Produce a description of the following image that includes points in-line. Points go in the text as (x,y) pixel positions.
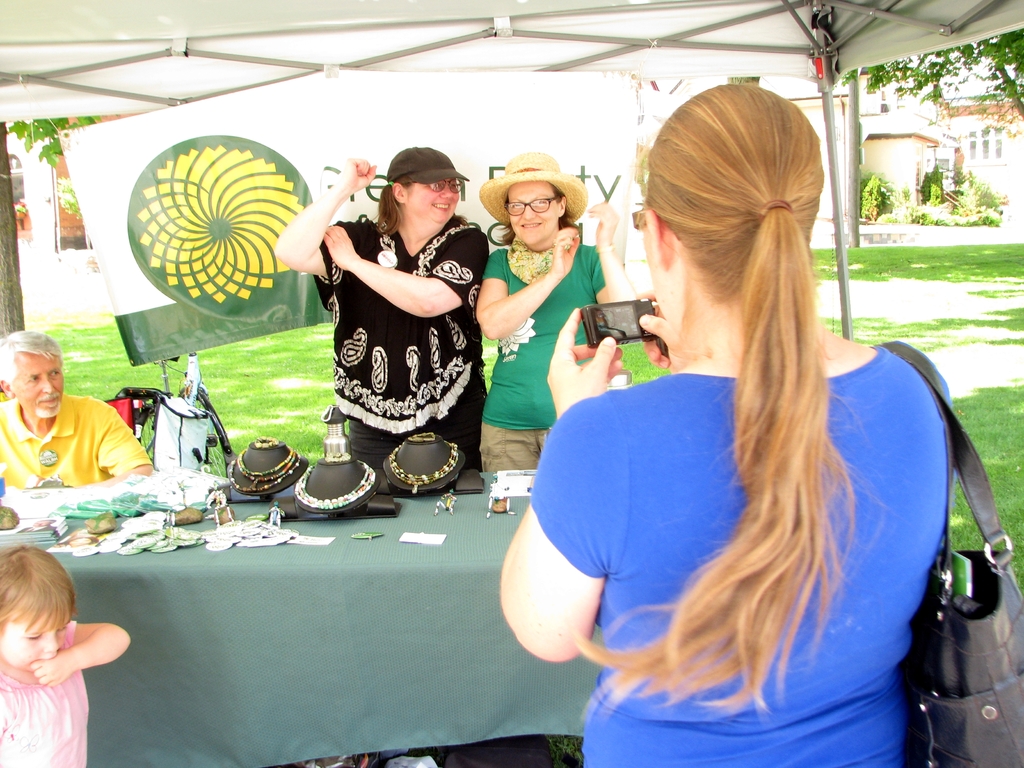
In this image I see 5 persons (386,358) and 3 of them are women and they are standing and another one is a man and he is sitting, another is a child (61,564) and the child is standing and there is a table (157,616) in front (169,590) and there are lots of things (126,515) on it. In the background (228,342) I can see a banner (204,329), the grass (1000,253) and few buildings (872,170) and few plants (7,273).
